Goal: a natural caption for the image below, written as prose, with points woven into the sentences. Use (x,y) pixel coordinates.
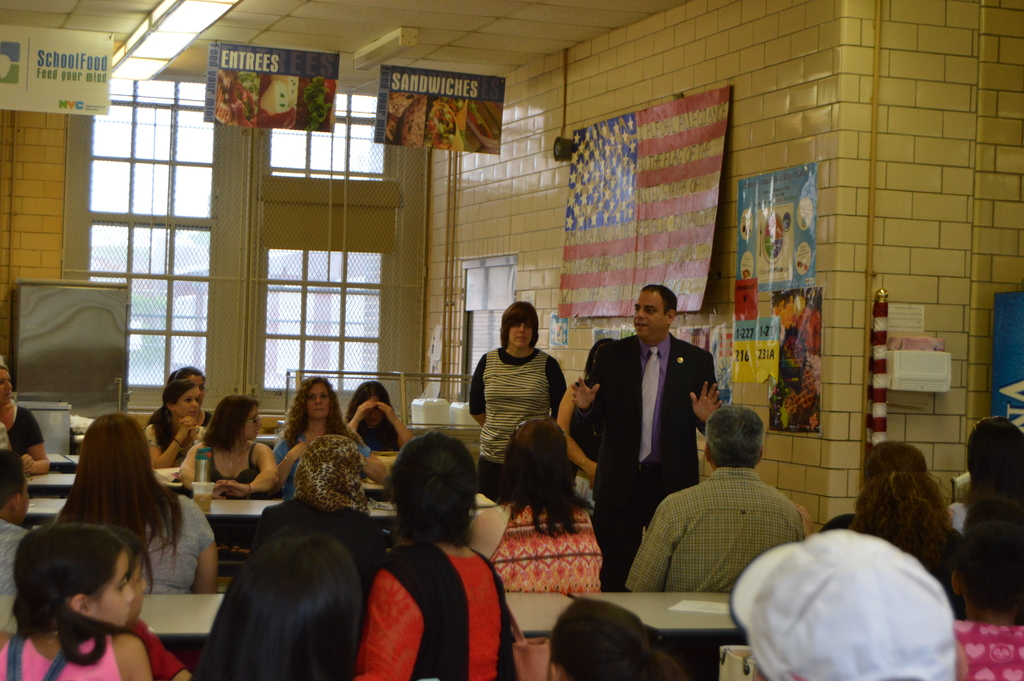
In this image we can see a group of people (869,518) sitting on chairs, some tables (675,596), a bottle (204,472) and cup (201,486) placed on the table (244,508). In the center of the image (681,409) we can see some persons (627,388) standing. To the right side of the image (940,386) we can see a box (940,370) with some papers (924,348) placed on the wall (840,386), pole (872,367), group of poster (760,206), flag (617,302) and banners (394,112) with some text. In the background (186,34), we can see windows (158,316), some lights (171,58), plates (456,407) and a door (492,300).
